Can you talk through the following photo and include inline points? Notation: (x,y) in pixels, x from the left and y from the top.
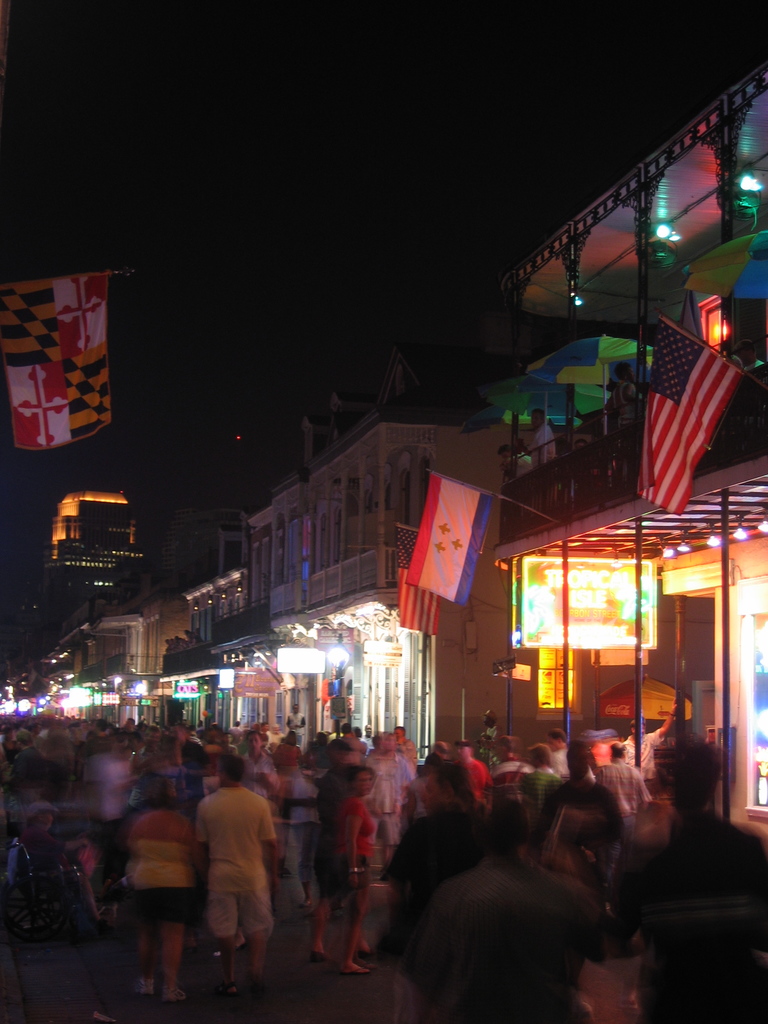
In this image we can see people (262,860) standing on the road (277,930), flags (453,538), flag posts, buildings (484,596), electric lights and sky (296,142).
